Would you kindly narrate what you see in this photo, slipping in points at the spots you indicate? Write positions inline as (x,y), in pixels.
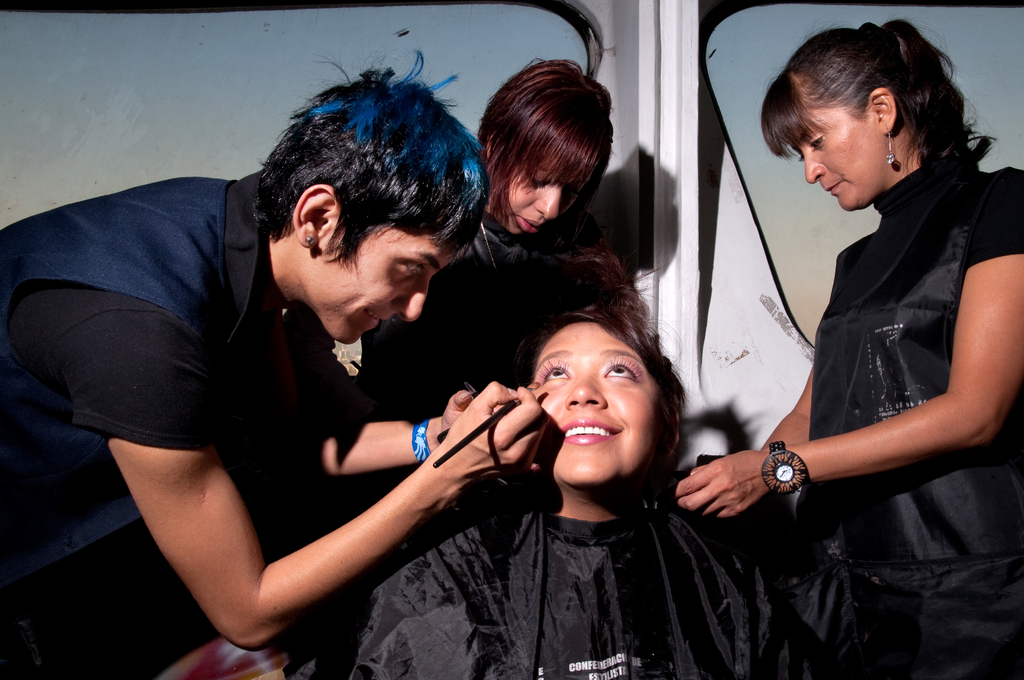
In this image there are a few people (714,537) standing, one of them (472,586) is sitting, one of them (431,485) is holding a brush (457,446). In the background (480,47) there are glass windows (796,201).
